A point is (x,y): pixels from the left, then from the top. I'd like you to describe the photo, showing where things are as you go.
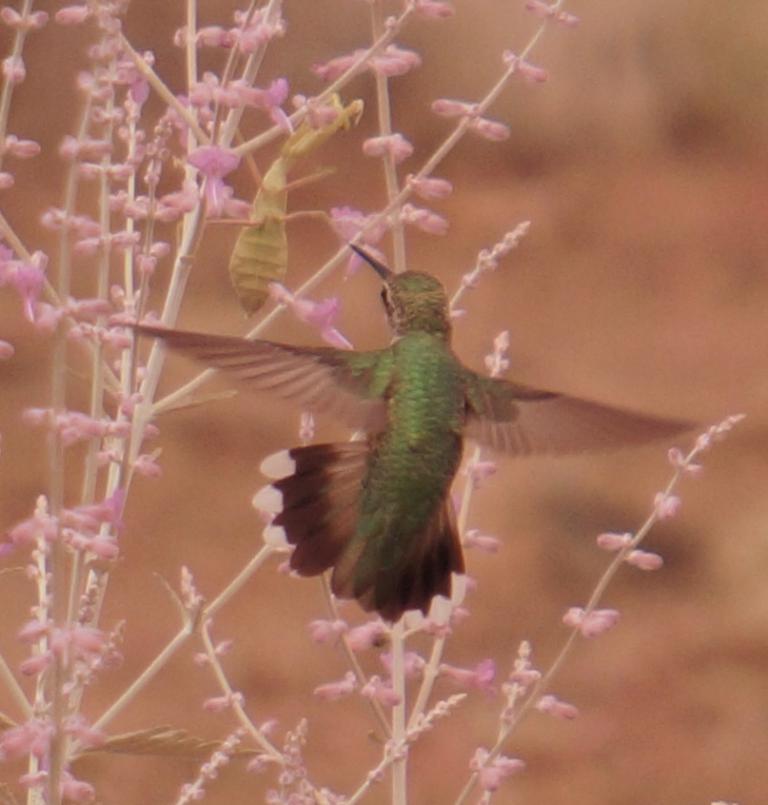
In the middle of the image (384,501), there is a bird (396,478). Beside this bird (431,377), there are plants (146,174) having flowers (146,174). And the background (767,109) is blurred.
